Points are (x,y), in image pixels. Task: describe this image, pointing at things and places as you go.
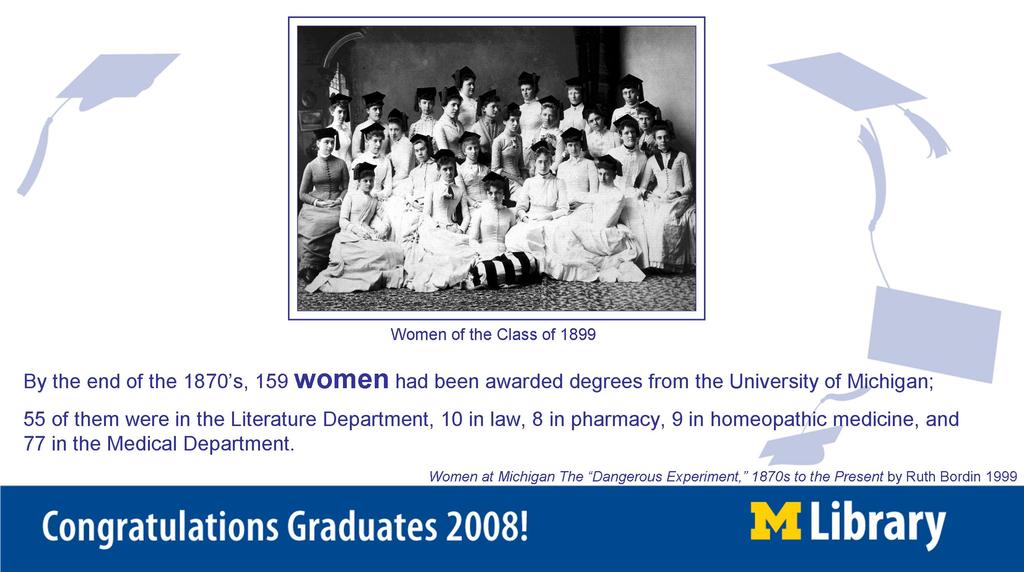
This is a poster (905,102) and in this poster (946,369) we can see a photo (382,53) of a group of people (626,110) and some text (894,383).
